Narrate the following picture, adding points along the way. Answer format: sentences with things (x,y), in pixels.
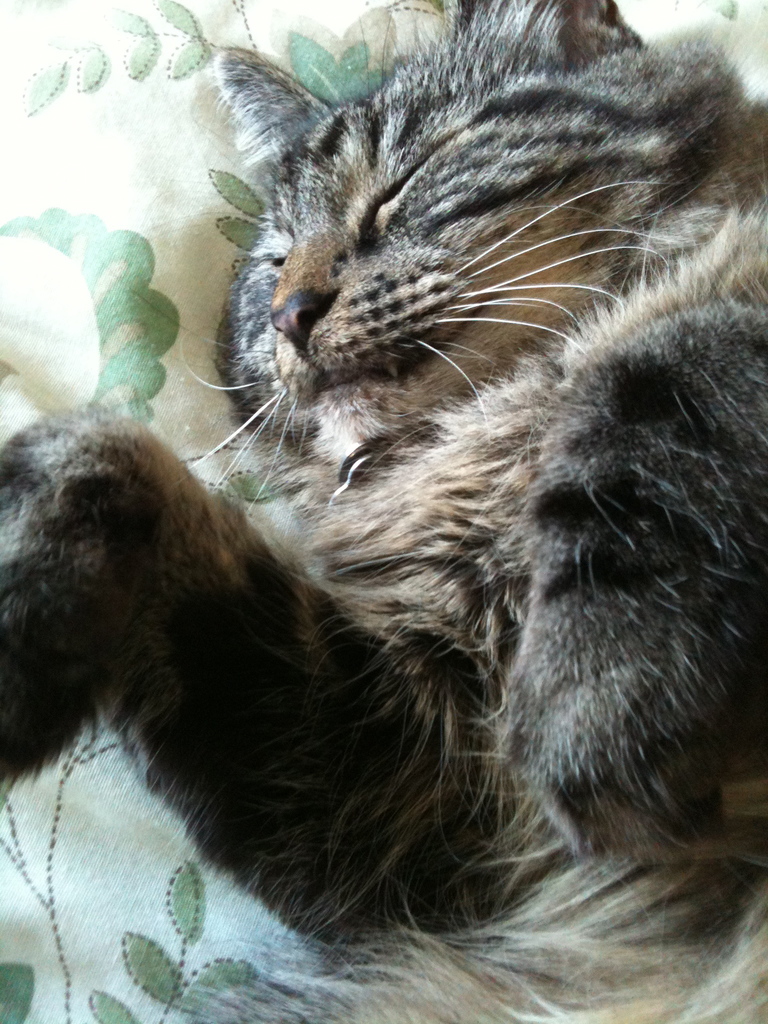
In this image, I can see a cat (268,110) sleeping on the cloth (69,375).
